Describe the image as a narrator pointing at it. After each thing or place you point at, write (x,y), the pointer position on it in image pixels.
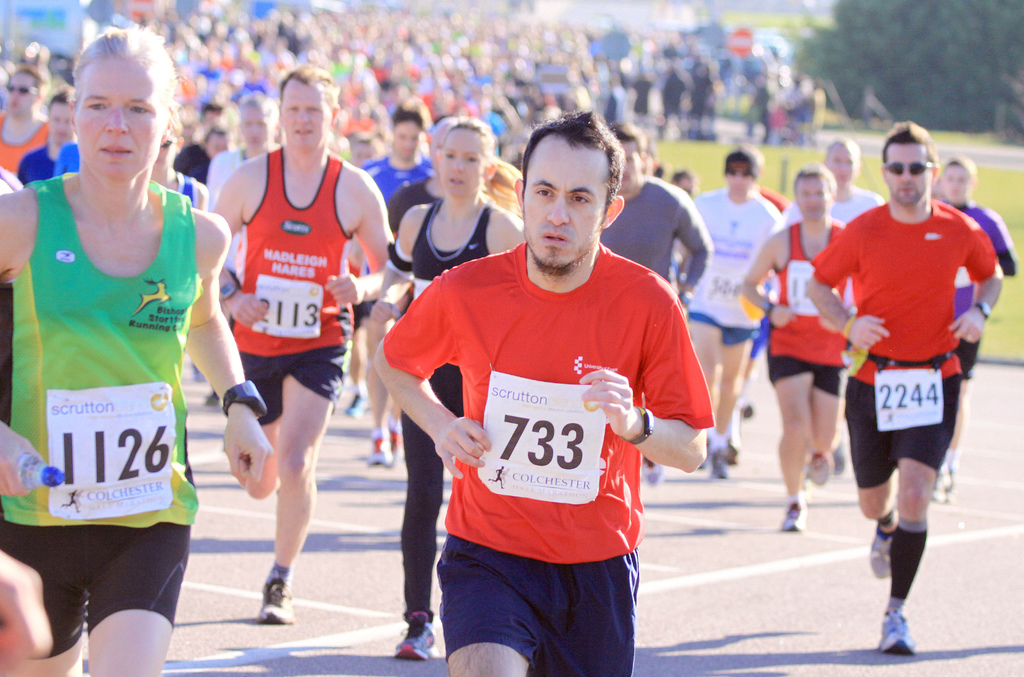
In the image there are many people (529,199) running on the road (683,605). There are white papers (83,442) with numbers (68,454) attached on their dresses (540,504). In the background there are trees (1023,54) and there's grass (1009,316) on the ground (1009,316).
